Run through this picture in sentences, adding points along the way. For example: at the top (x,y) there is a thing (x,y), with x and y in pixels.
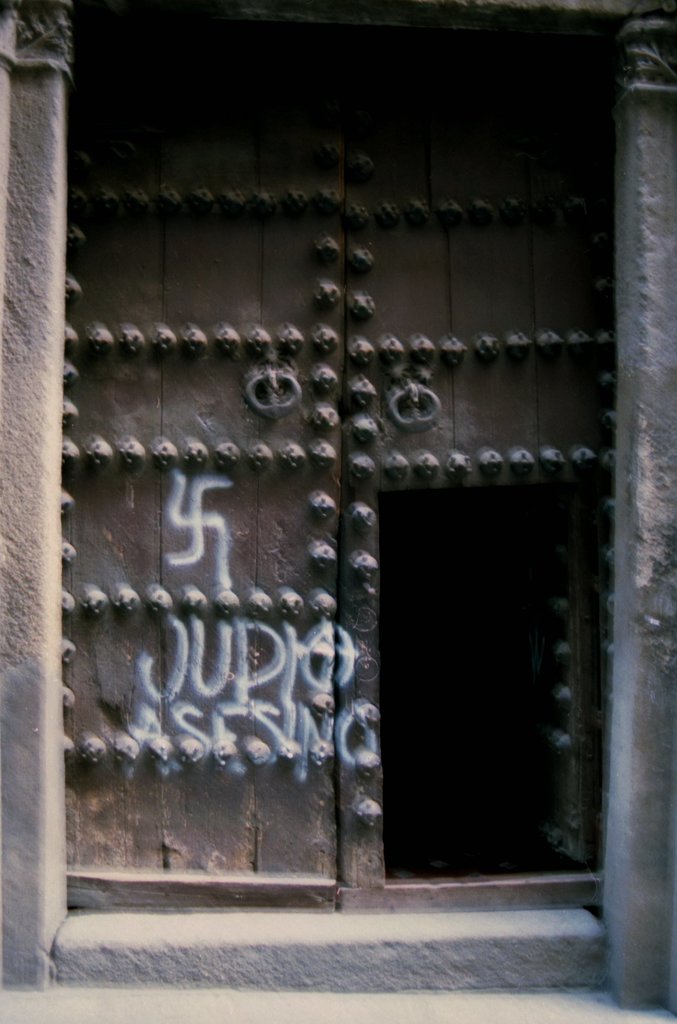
In this image we can see door (359,549) and there is text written on it.
